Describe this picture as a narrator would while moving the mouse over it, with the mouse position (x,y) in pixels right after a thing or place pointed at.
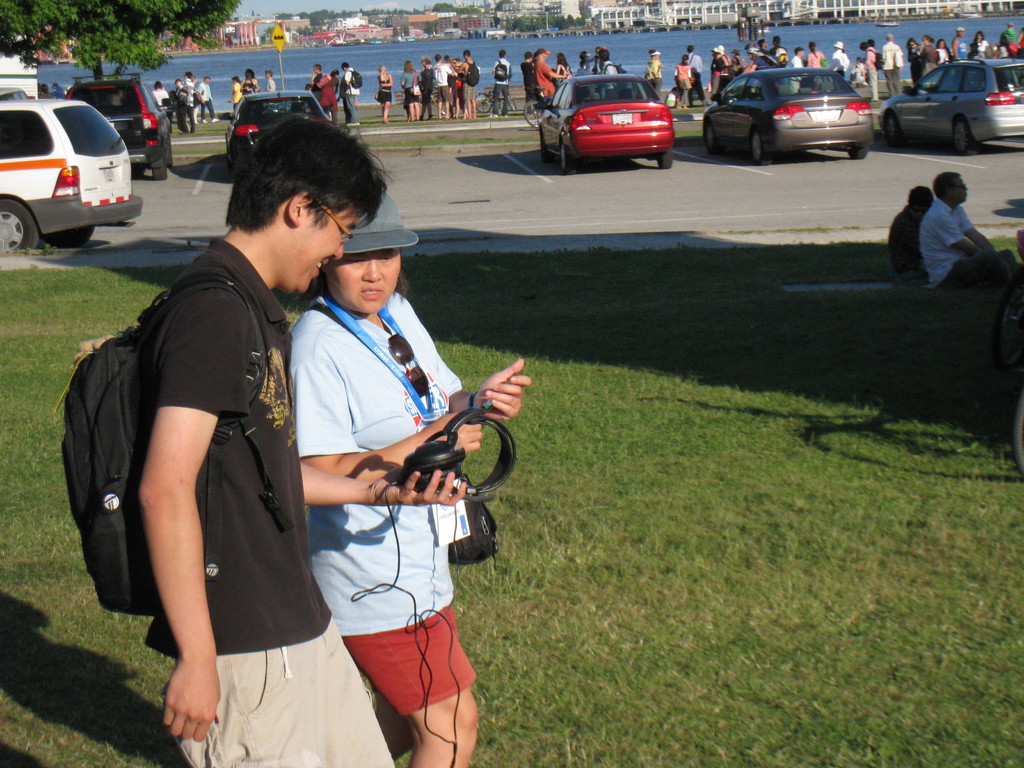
In the center of the image (344,265) we can see man (271,305) and woman (297,412) walking on the grass (161,664). In the background (15,113) we can see persons (384,113), vehicles (748,111) on road (914,150), trees (154,22), water (194,62), sign boards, buildings (232,36) and sky (236,9).
